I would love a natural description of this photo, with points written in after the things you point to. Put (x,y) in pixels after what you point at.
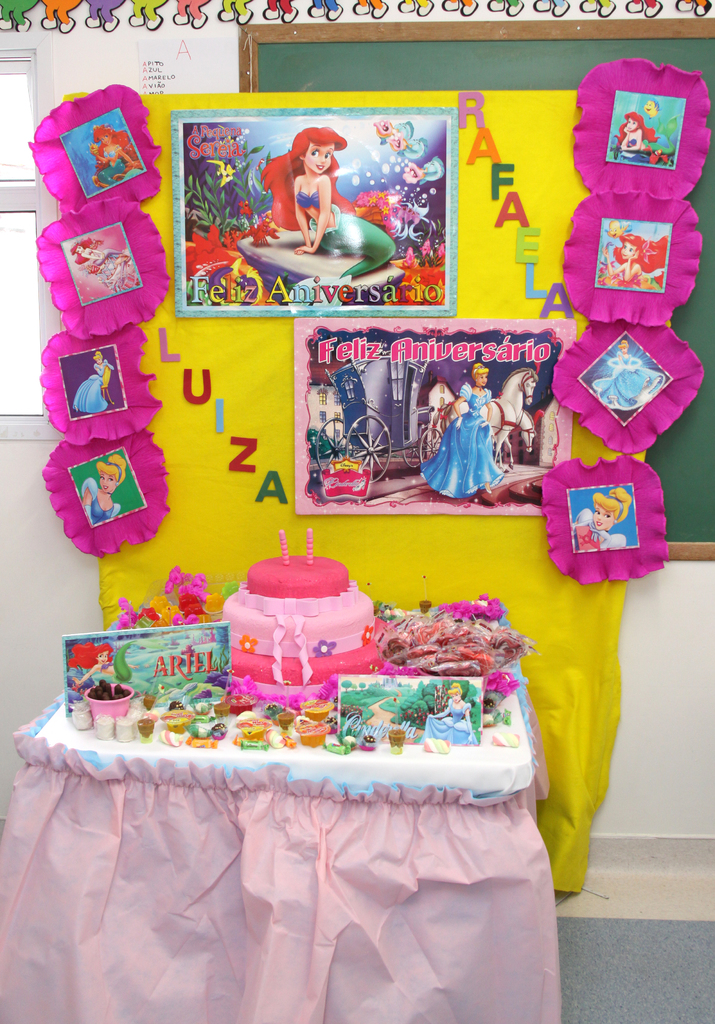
In the center of the image (380,670) there is a table (102,988) on which there is a cake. In the background of the image (256,544) there is a wall (669,565) and posters (665,105) sticked on it.
